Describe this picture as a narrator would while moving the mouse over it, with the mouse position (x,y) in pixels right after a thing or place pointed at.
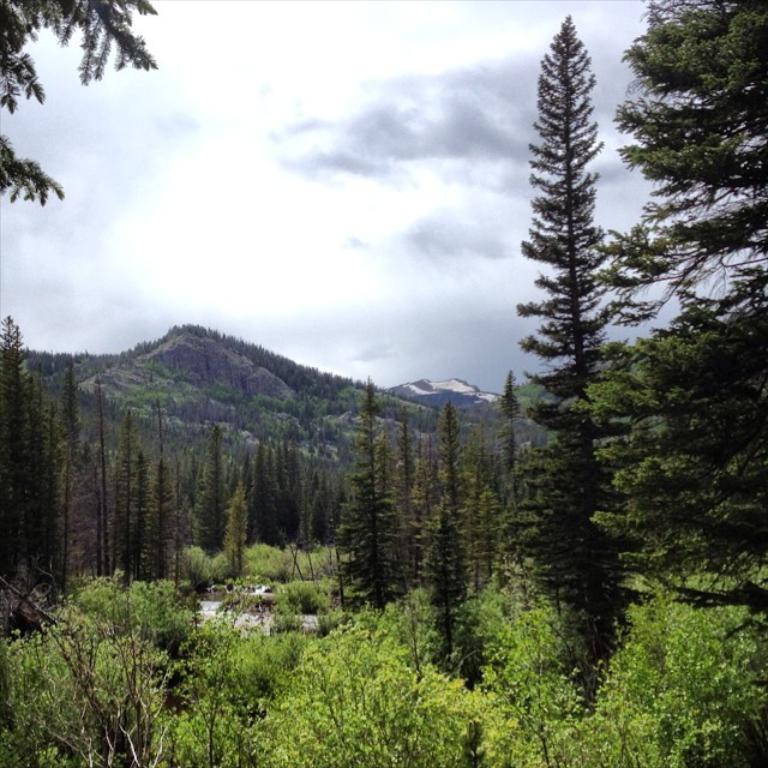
In this picture there are few trees (374,511) and there are mountains (268,409) in the background (256,423).
